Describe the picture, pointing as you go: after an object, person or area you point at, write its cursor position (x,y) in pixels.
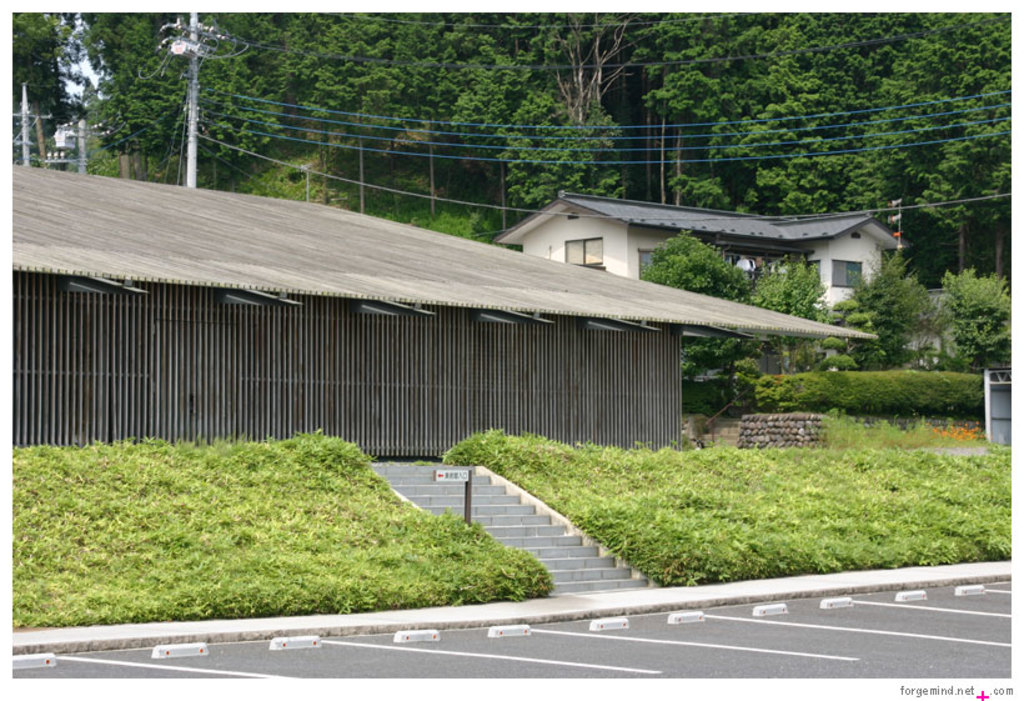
In the picture I can see a house (829,248) and metal shed (481,306) in the middle of the picture (514,396). I can see the road (468,665) at the bottom of the picture (660,622). I can see the green grass (724,501) and a staircase (536,515) on the side of the road (1001,602). I can see the electric poles (190,78) and electric wires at the top of the picture (577,26). In the background (608,70), I can see the trees (663,57).
